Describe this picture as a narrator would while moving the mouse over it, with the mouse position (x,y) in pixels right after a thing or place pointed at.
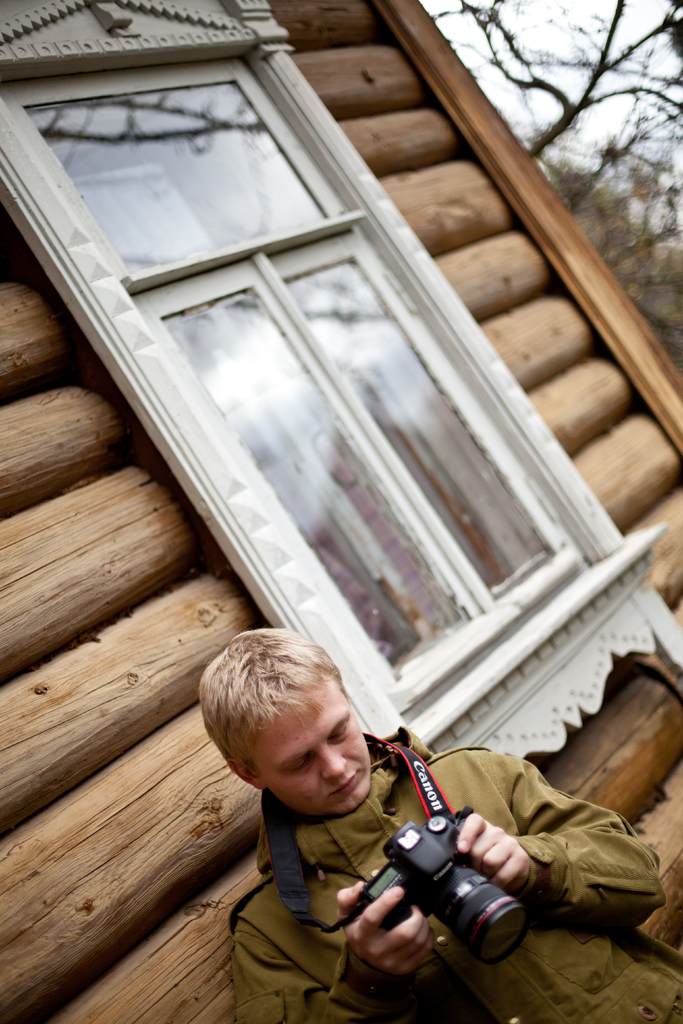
This is an outside view. There is a person (512,869) wearing shirt (531,966) and holding a camera (417,881) in his hands (483,844) and looking at the camera (435,817). Just beside the person (252,903) there is a wooden wall (100,684). On the top right of the Image (605,152) can see the trees (585,100).
